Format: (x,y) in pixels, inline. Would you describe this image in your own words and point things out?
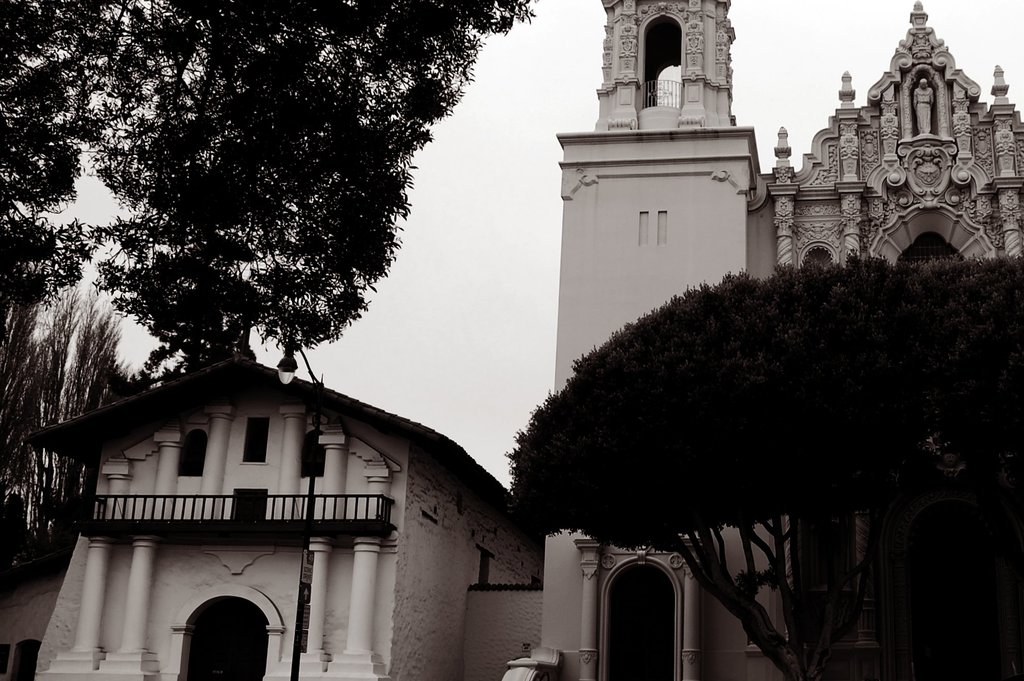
In this image we can see buildings (470,539), trees (5,500), pillars (319,646), pole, light (283,379), and boards (305,623). In the background (488,193) there is sky (488,193).
